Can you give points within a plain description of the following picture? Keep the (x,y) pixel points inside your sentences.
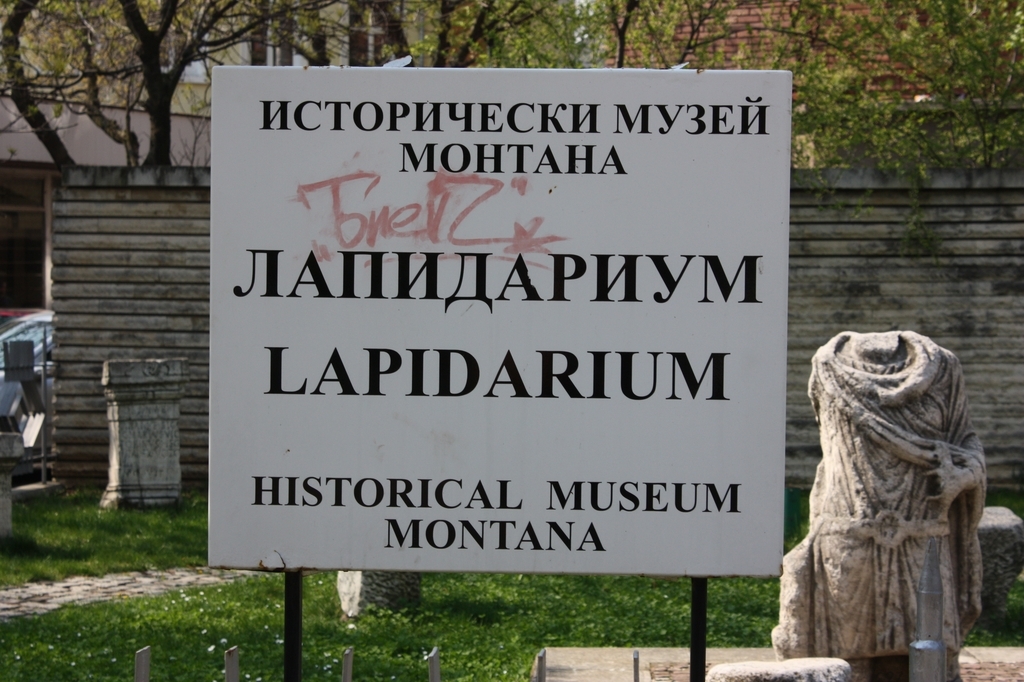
In this image there vehicles (2,355) on the left corner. There is a board (549,465) with text (468,171) in the foreground (468,387). There is a statue (797,622) on the right corner (844,485). There is grass (243,622) at the bottom (139,634). There are trees (556,5), buildings (11,196) and a wall (908,211) in the background (855,237).
